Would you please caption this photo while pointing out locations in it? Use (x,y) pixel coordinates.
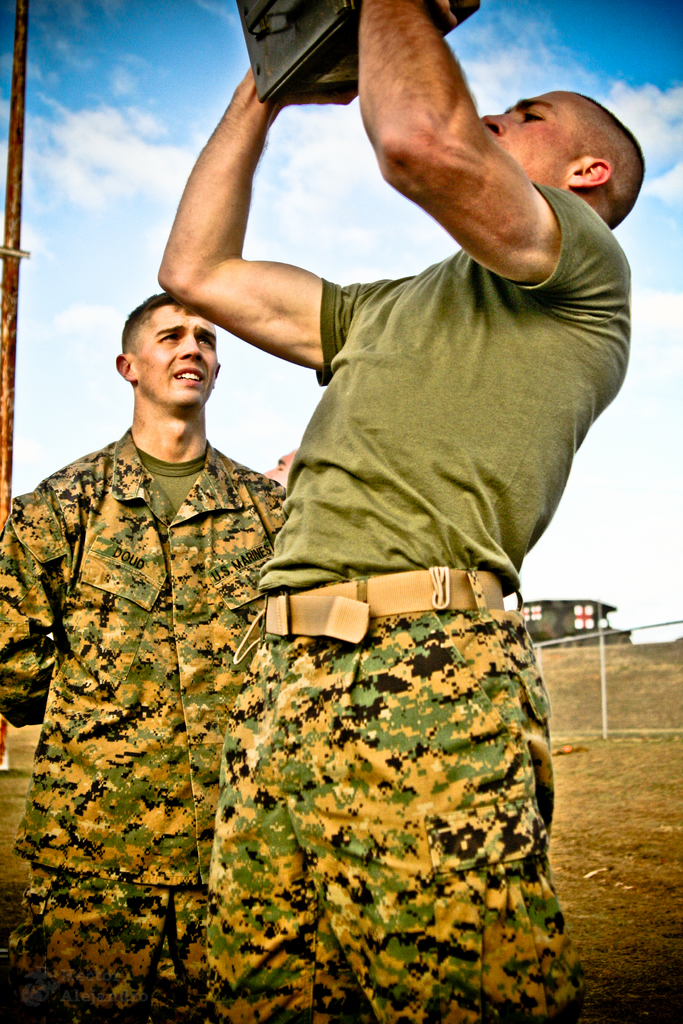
This picture shows couple of men (311,636) standing and we see man (383,44) holding a box (318,40) and lifting up with his hands (446,7) and we see a vehicle (588,642) with couple of flags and a blue cloudy Sky (372,262).
